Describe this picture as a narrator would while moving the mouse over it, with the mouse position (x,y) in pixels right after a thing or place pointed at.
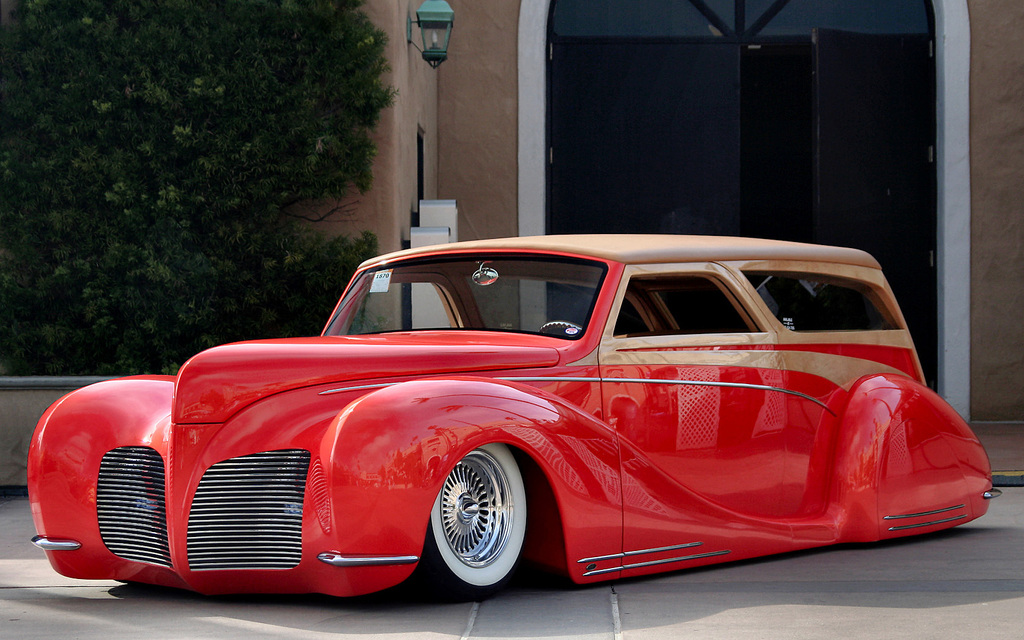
In this image I can see the ground (838,607) and a car (742,514) which is red and brown in color on the ground (864,620). In the background (203,76) I can see few trees (183,79) which are green in color, a light (448,7), a building (415,87) which is brown in color and the black colored door (615,124).
